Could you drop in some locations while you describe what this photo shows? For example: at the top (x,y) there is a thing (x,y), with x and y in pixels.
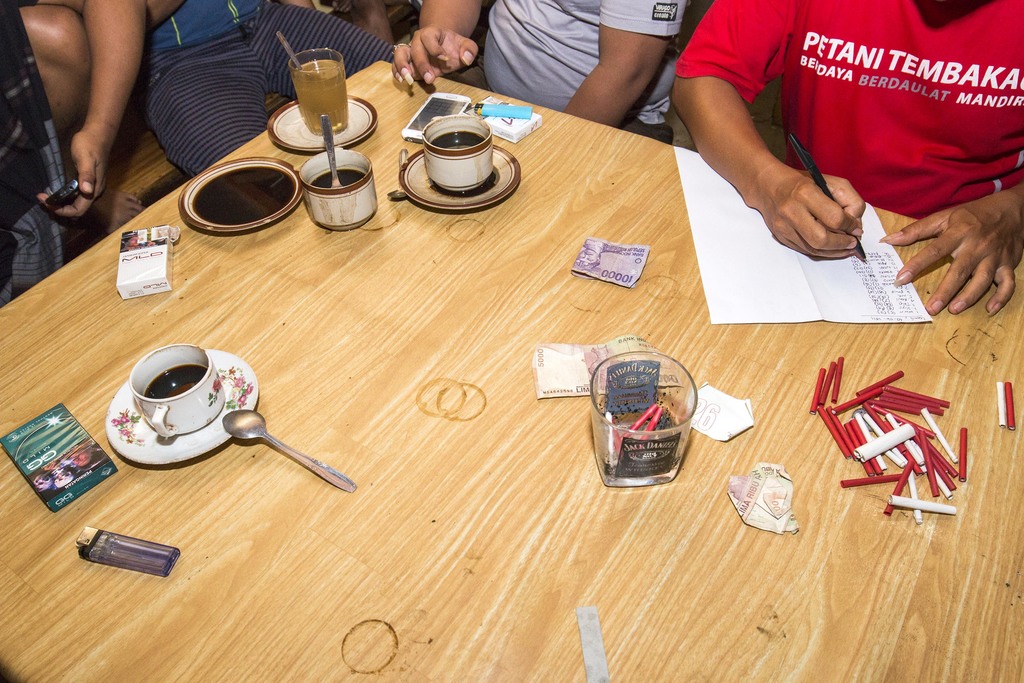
In this image, There is a table (737,329) which is in yellow color, On that table (279,310) there are some cups (211,407) there are some glasses (623,406) and there are some objects (910,471) which are in red color, There is a lighter (151,561) which is in blue color, There are some people (804,104) sitting around the table (107,260).
